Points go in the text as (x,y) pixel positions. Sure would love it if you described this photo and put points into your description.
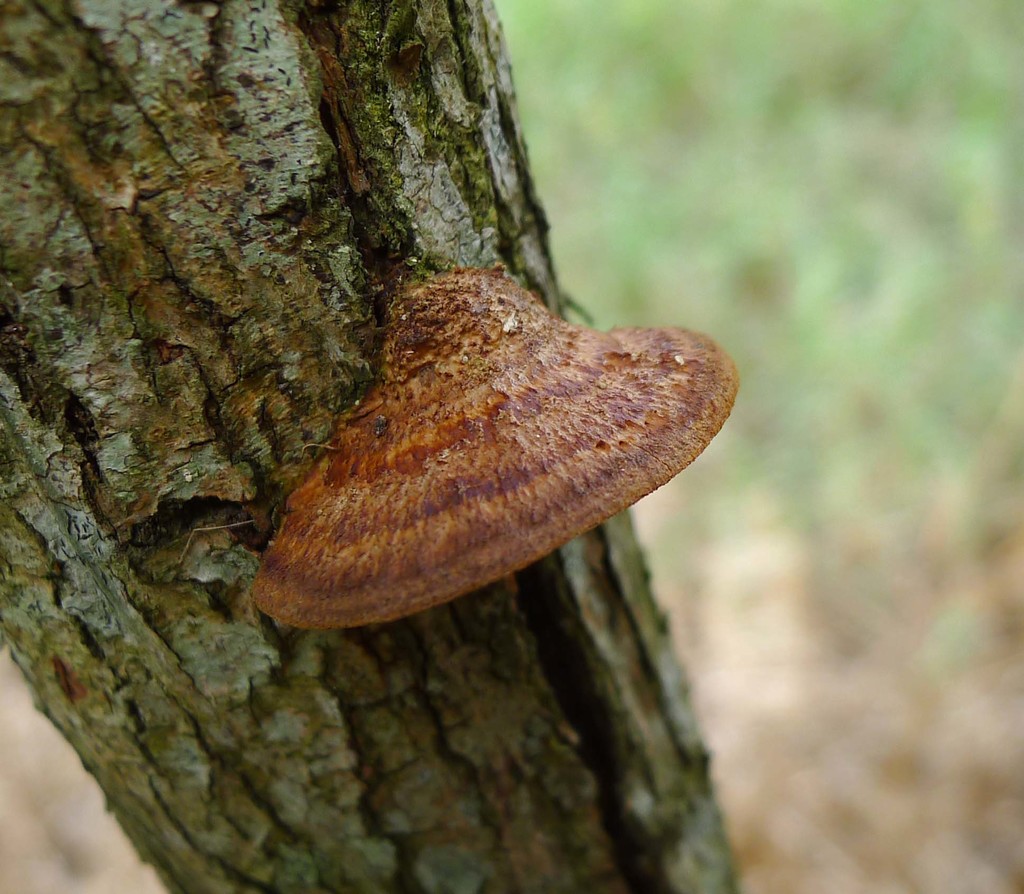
In this image I can see a tree trunk (215,262) in the front (548,281) and on it I can see a brown colour thing (510,490). I can also see this image is little bit blurry in the background (922,261).
